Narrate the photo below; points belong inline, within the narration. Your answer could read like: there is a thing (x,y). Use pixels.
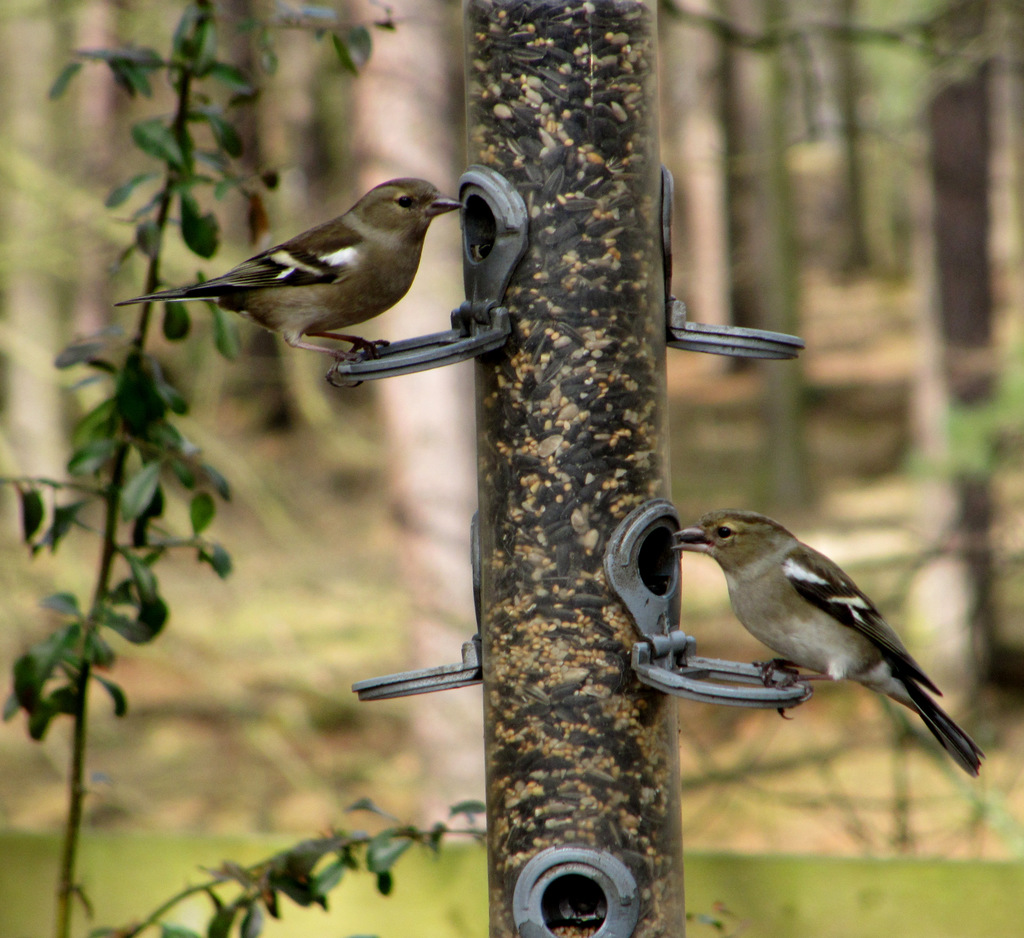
In this image we can see some birds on a bird feeder (490,592). We can also see some plants (25,510).
